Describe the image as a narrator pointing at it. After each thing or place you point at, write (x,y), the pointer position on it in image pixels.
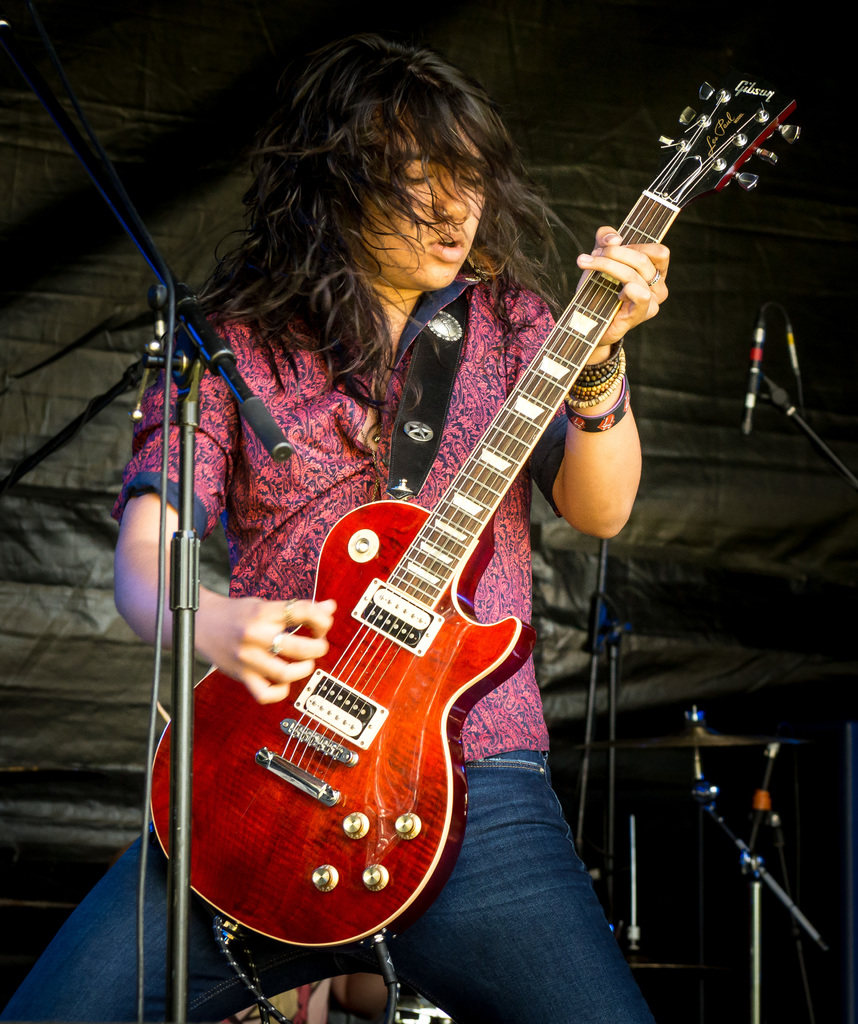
In this picture there is a woman (338,440) playing a guitar (443,548). This guitar (412,662) is red in color. There are few musical instruments (658,742) in the background (697,773). There is a mic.
